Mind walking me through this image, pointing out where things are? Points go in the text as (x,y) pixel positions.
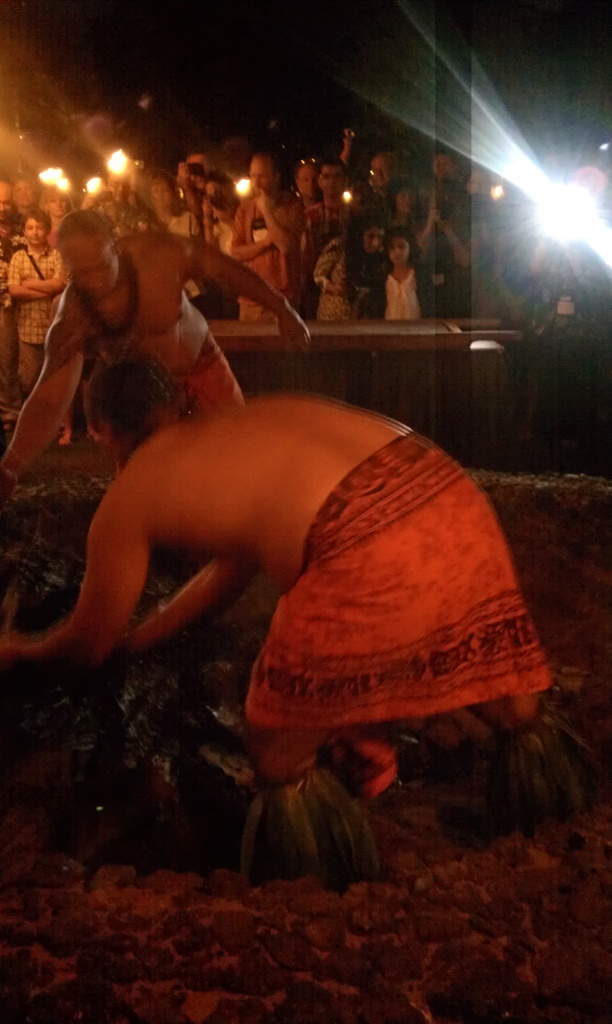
In this image, we can see a few people (152,437). Among them, some people (318,456) are in a circular structure (266,959). We can also see a barrier (409,338) and an object (272,326). We can see the sky (404,51).
